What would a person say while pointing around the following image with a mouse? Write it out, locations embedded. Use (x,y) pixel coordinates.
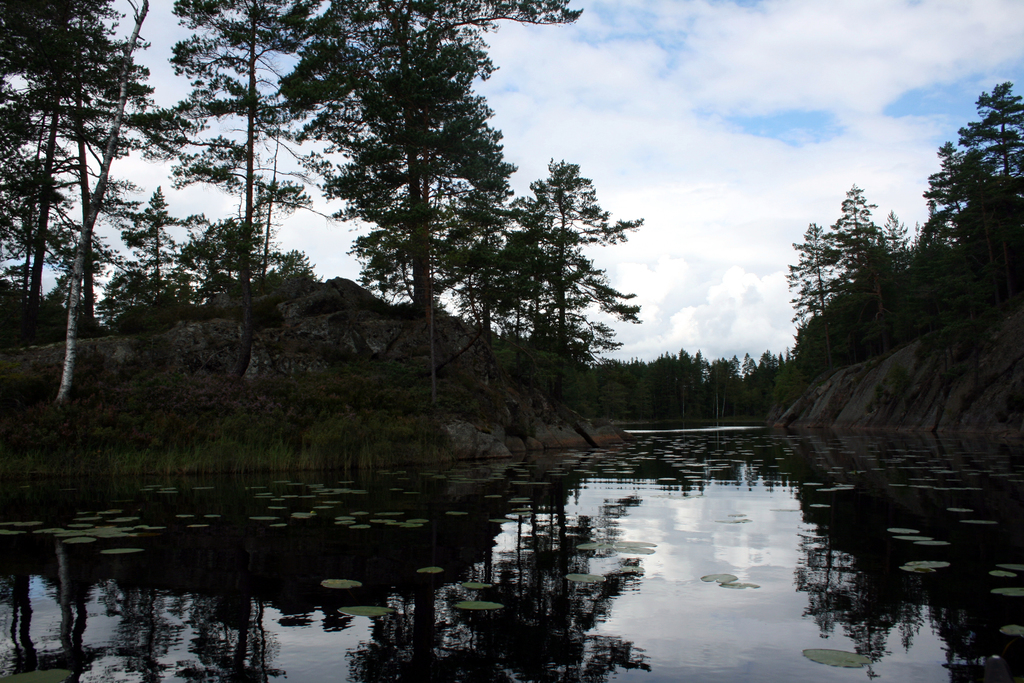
In this image in the front (562,529) there is water (576,514). In the background (650,412) there are trees (130,316) and the sky (763,102) is cloudy.
